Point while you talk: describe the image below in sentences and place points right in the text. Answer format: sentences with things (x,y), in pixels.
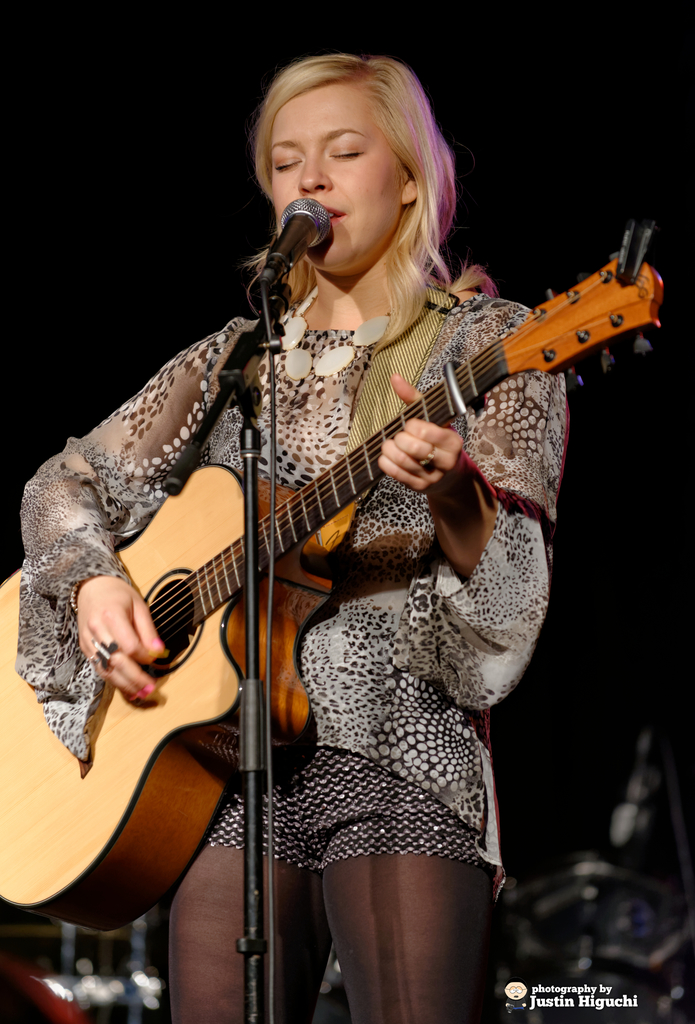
In this image we can see a woman (388,456) holding a guitar (214,669) in her hands (140,639) and playing it. This is the mic (300,219) through which she is singing.
